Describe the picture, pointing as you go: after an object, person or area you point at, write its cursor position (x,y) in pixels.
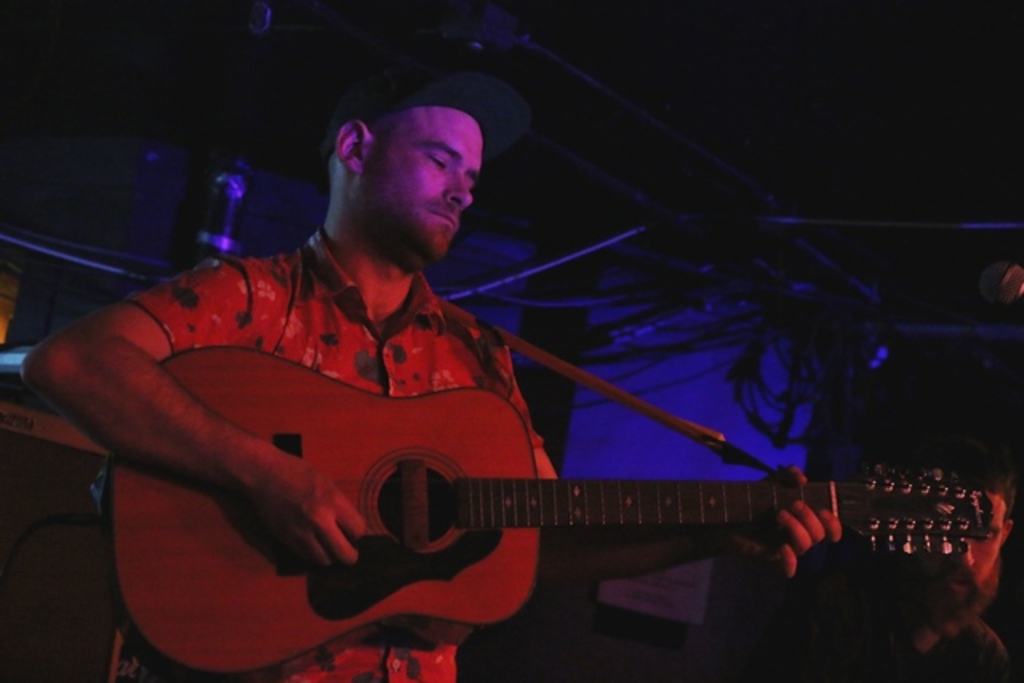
In this picture we can see a man (400,305) wearing a cap (462,105), standing and playing a guitar (535,513). Background (12,200) is really dark.
